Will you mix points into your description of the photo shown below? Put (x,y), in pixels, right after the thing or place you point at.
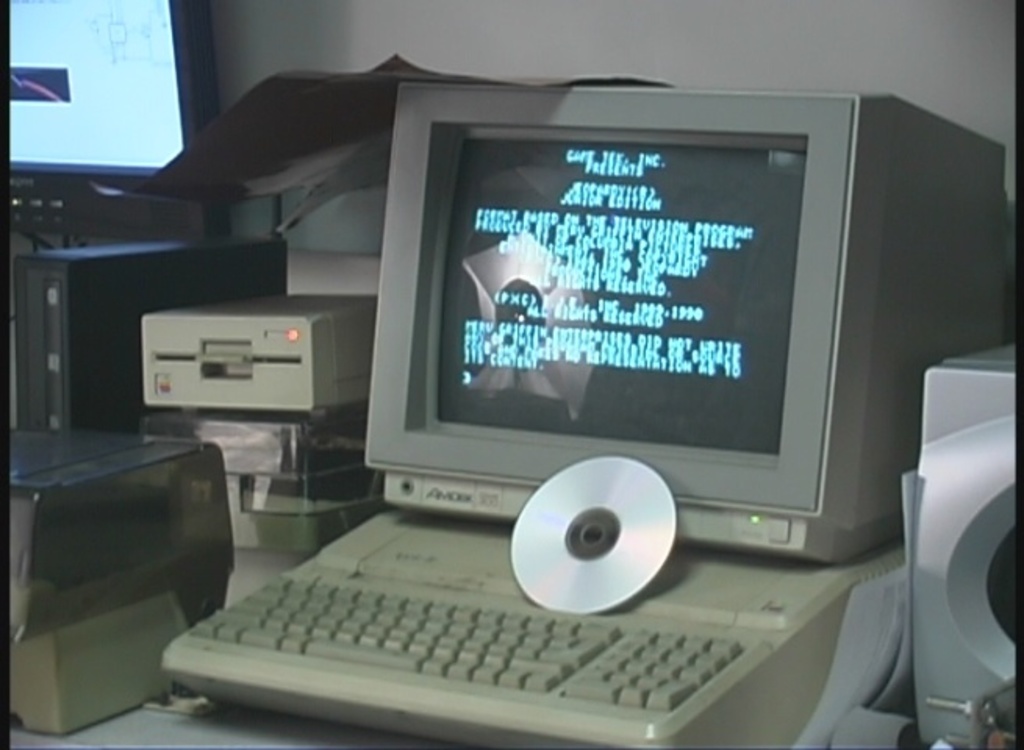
In this image I can see a computer (511,554) and on it I can see a compact disc (589,507). I can see few other electronic devices (270,366) around it and in the background (742,33) I can see the wall (750,44).
